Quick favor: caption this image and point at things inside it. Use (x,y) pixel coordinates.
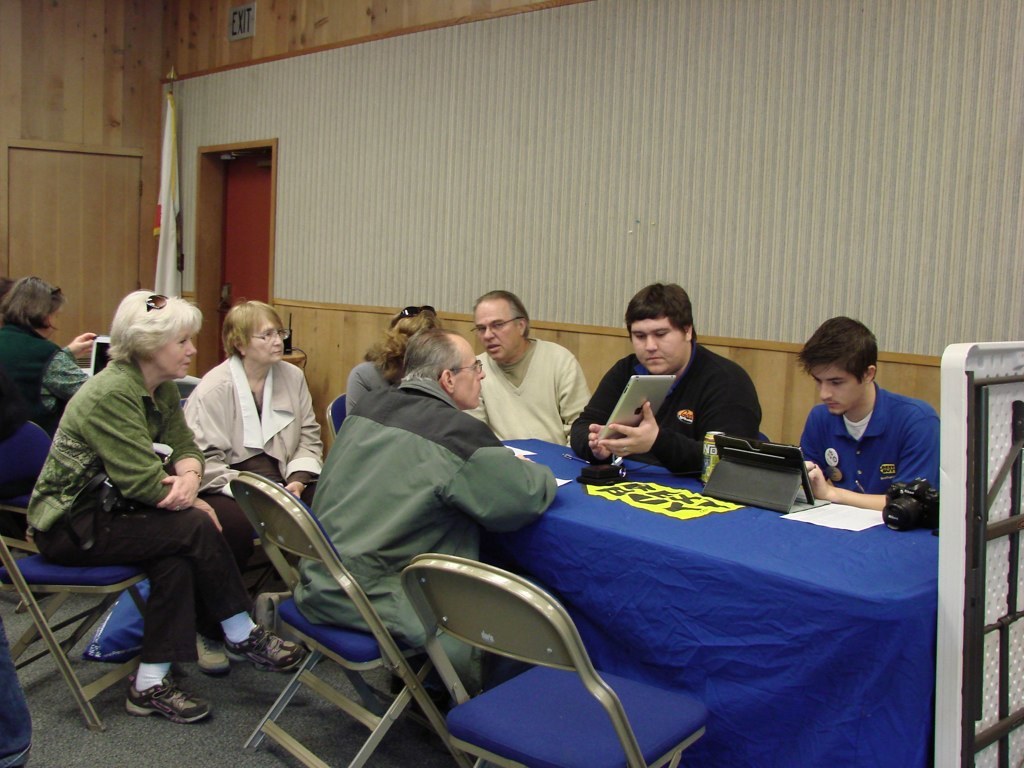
In this picture we can see a group of people (34,541) sitting on chairs (547,710), here we can see a table (753,656), on this table (749,652) we can see some devices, camera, papers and in the background (10,50) we can see a wall (354,244), door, flag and exit board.
